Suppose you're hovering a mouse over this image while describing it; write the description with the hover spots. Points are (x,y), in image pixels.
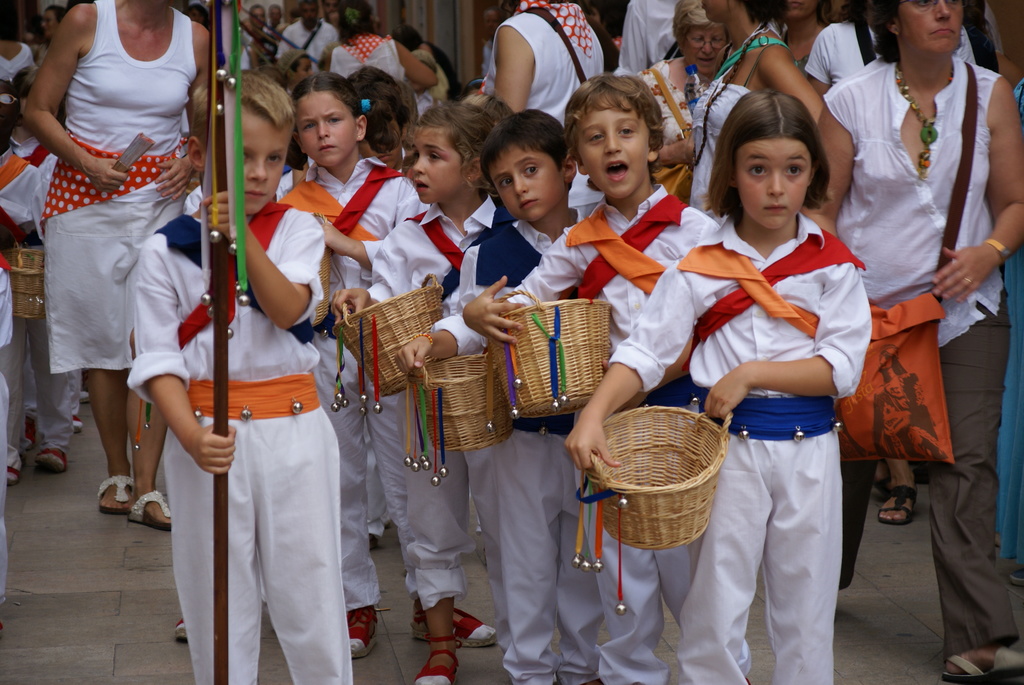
In the image we can see there are many people (634,115) and children (650,250) standing and some of them are walking, they are wearing clothes (606,248) and the children (718,319) are holding a wooden basket (644,481) in their hands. This is a flag (210,284), hand bag (870,428), footpath (23,635), shoes (359,632), neck chain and this is a bracelet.
